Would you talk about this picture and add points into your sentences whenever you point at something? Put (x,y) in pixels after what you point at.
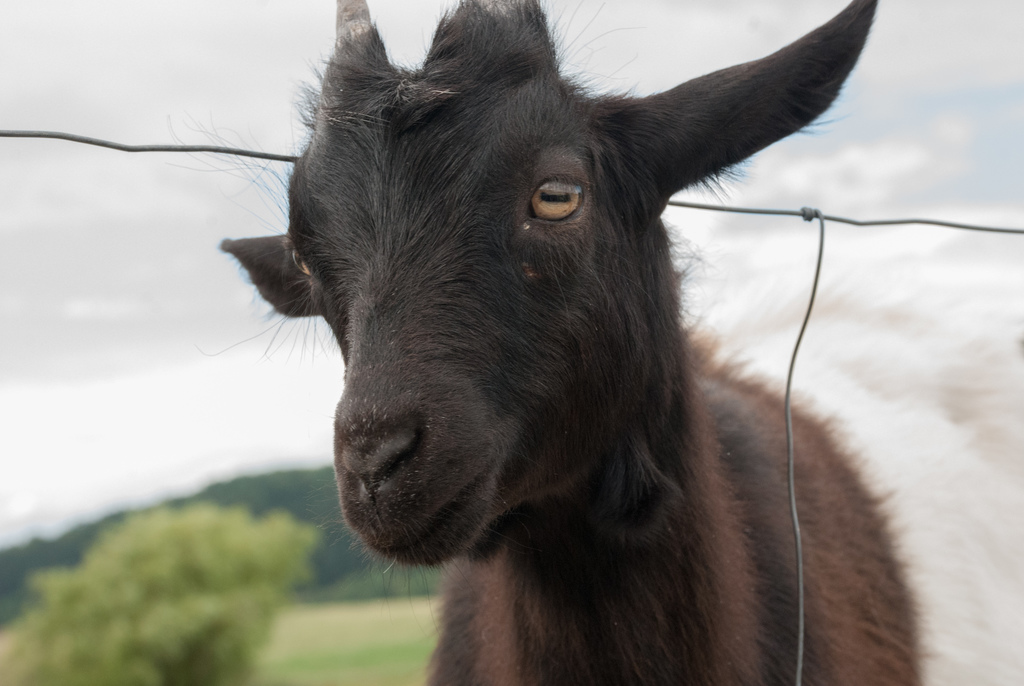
In this picture we can see a goat (816,565) and in the background (327,579) we can see trees (313,589) and the sky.
